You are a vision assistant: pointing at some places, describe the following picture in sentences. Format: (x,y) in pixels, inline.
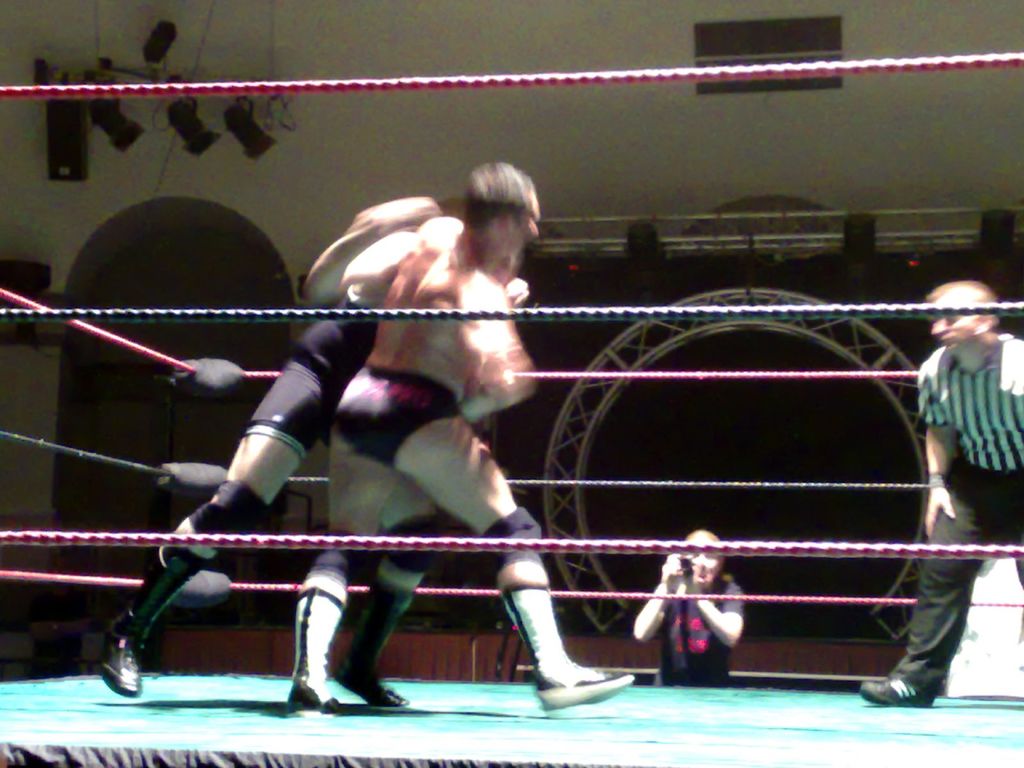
In this image we can see there are two people (525,602) fighting inside a ring (828,749), on the right side of the image (1000,296) a person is standing, in the background (652,629) we can see a person (652,608) taking photos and there are a few other objects (605,223).
